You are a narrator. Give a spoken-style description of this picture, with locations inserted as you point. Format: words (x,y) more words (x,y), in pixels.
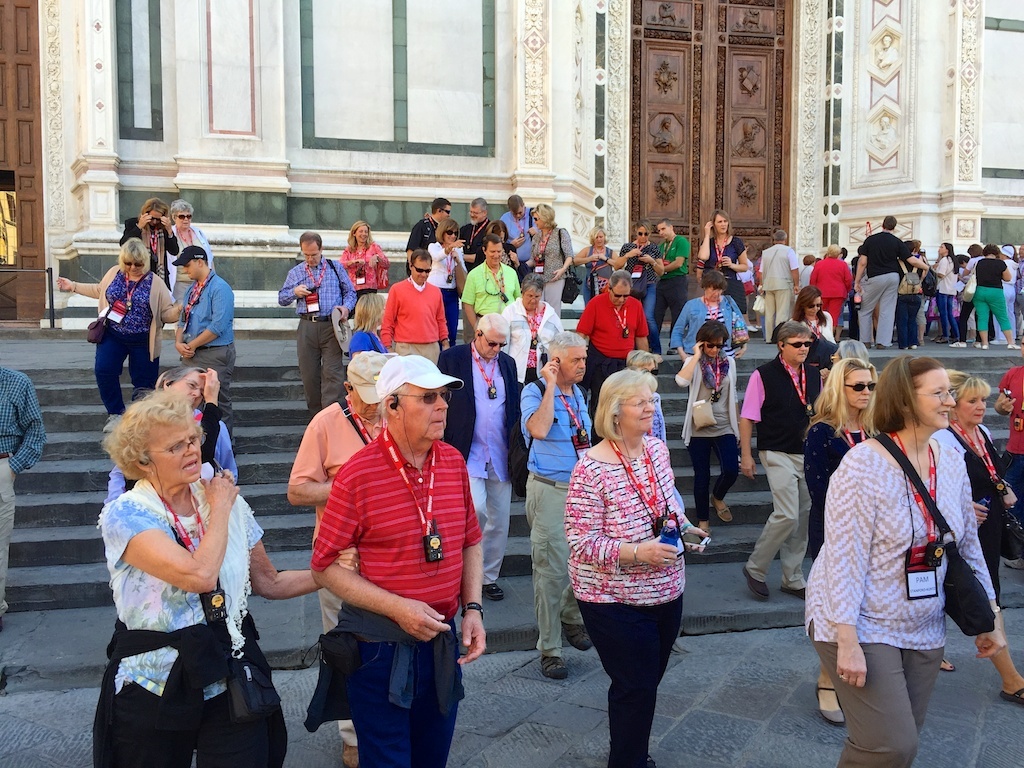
In this picture we can see a group of people (280,765) on the ground (42,679), some people (828,674) are wearing bags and in the background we can see a fence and building (549,39).
